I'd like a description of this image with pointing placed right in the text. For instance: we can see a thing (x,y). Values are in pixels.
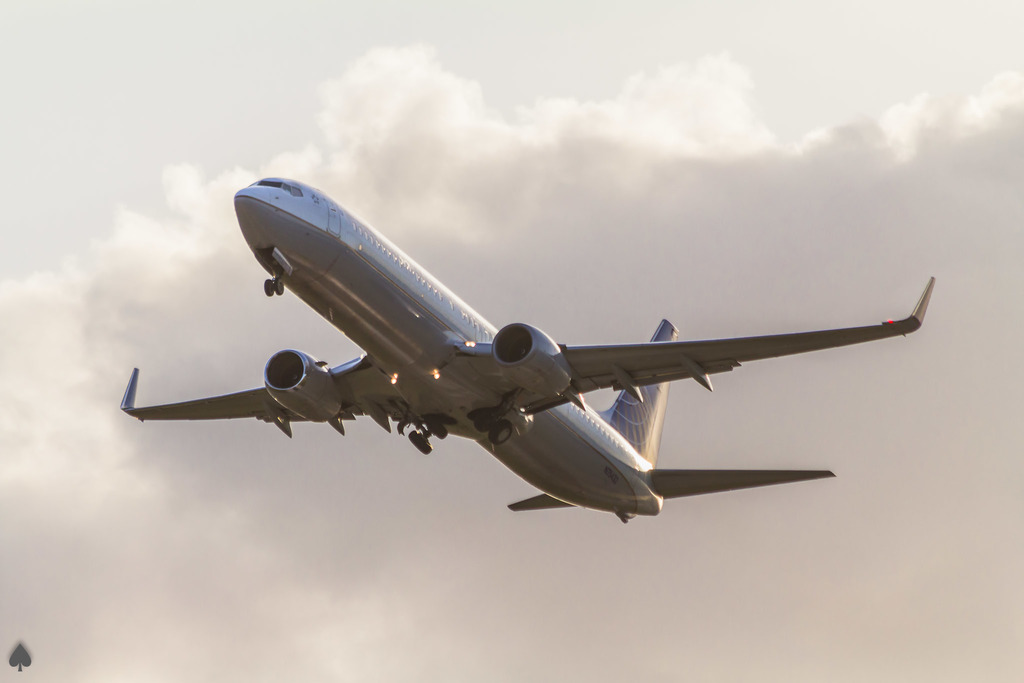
In this image I can see an airplane (341,368) in air (769,398). In the background (486,255) I can see clouds (678,284) and the sky (239,388).
